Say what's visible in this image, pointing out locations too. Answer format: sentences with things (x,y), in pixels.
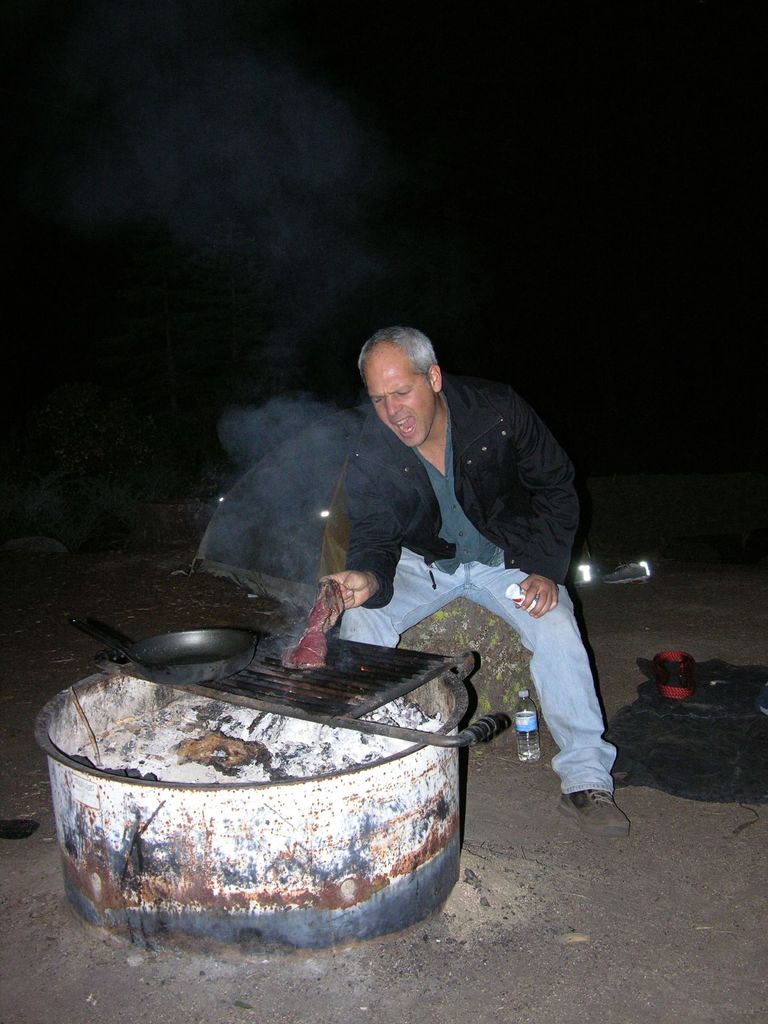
In the middle of the image (378,375) a man (429,362) is sitting and holding something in his hand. At the bottom of the image (194,683) there is barbeque (229,677) and pan (255,636) and there is a water bottle (522,701).
